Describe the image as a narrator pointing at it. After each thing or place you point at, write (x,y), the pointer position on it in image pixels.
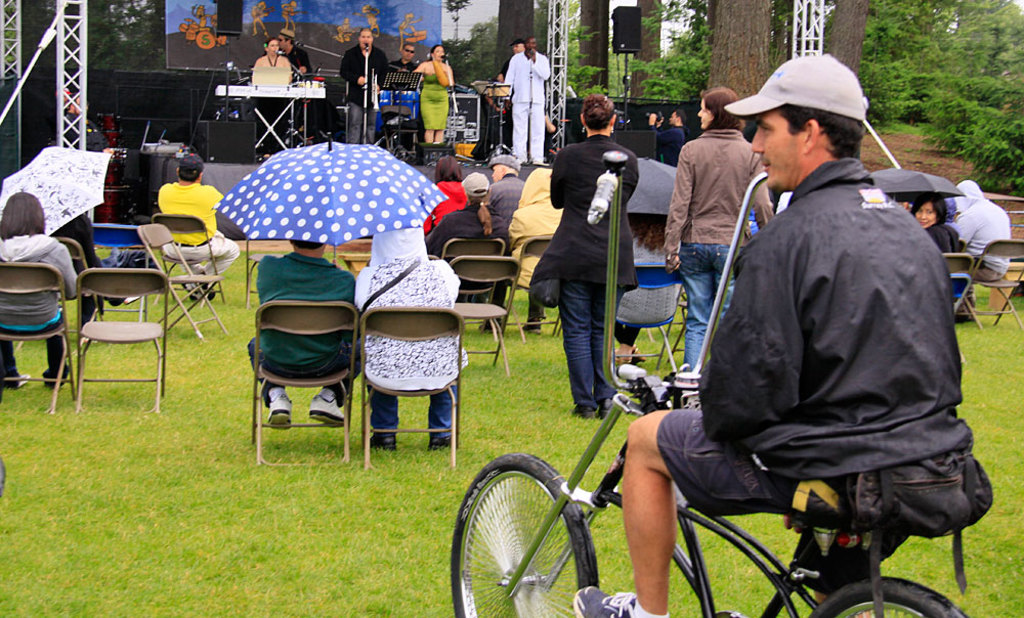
In the given image we can see there are many people (454,224). some of them are sitting and some of them are standing. This is grass (169,492), bicycle (460,543), cap (780,84), stage (215,87) and trees (874,47).
